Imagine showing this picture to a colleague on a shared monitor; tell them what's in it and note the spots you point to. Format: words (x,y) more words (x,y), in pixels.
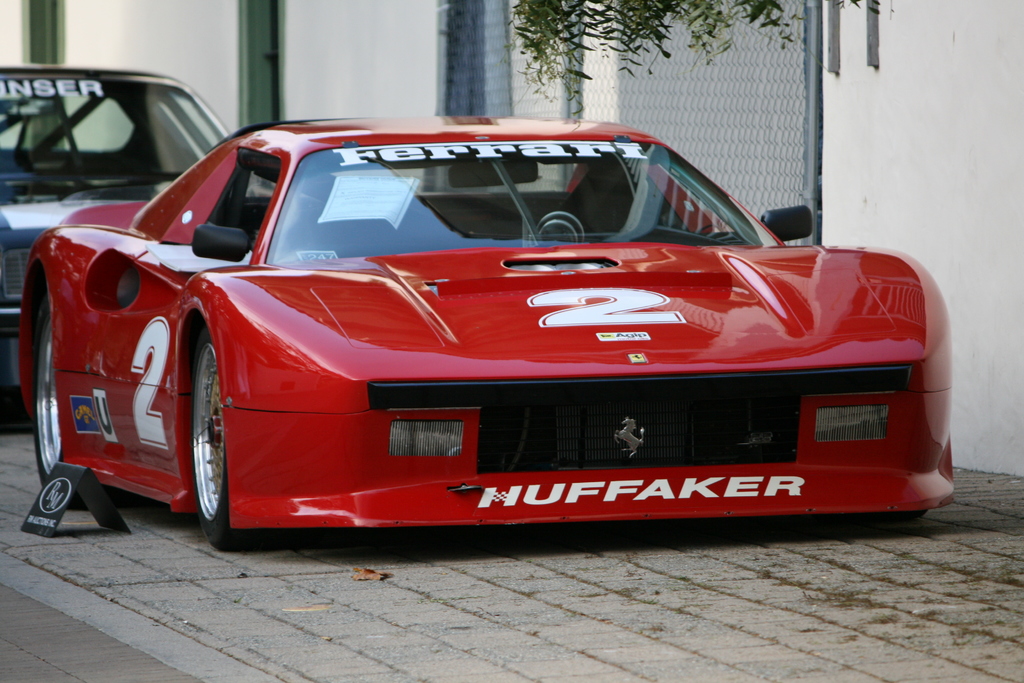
In this image we can see two cars (352,357) parked on the ground (470,584). We can also see a board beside them. On the backside (508,24) we can see some leaves (533,74), a metal fence (605,61), poles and a wall (1006,139).
